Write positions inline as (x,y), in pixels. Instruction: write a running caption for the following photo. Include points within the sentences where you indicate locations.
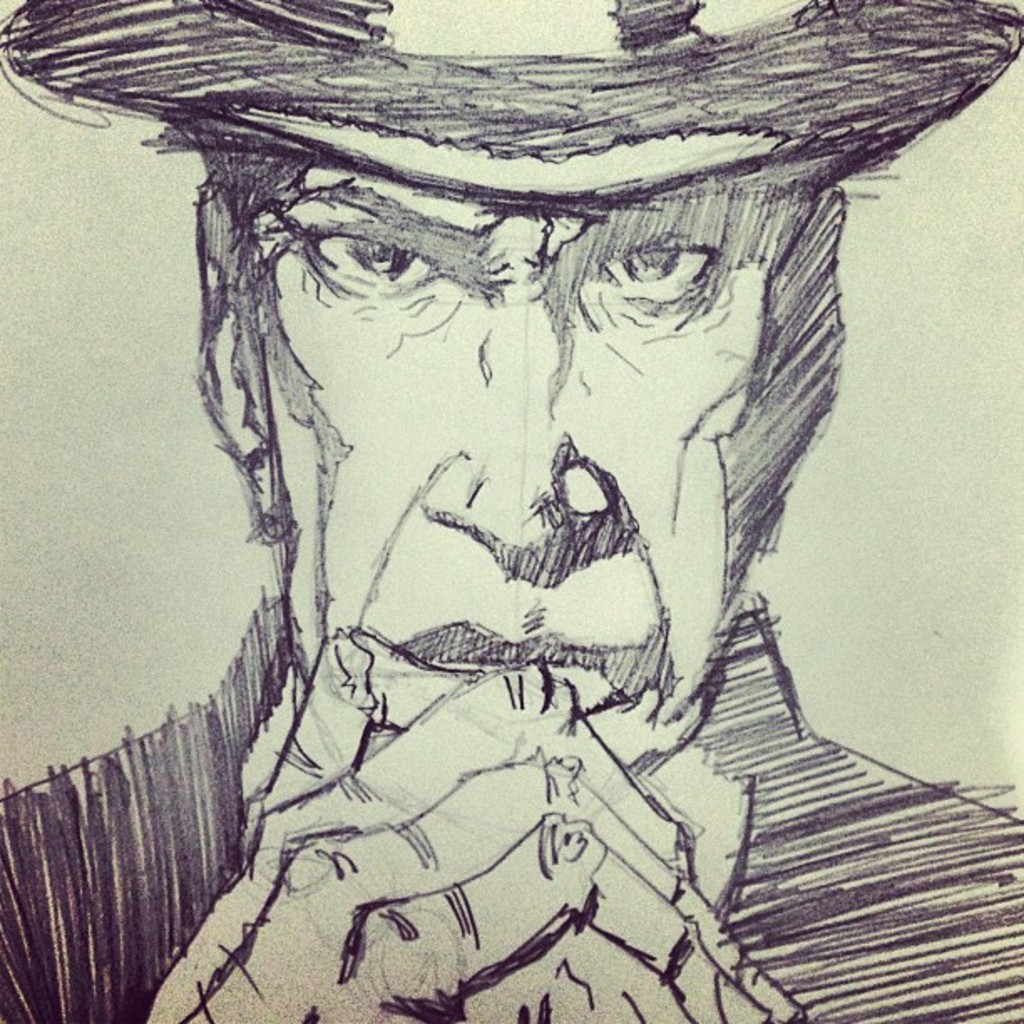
In this image we can see a drawing (608,716) of a man (523,544) wearing something on the head (498,549).
